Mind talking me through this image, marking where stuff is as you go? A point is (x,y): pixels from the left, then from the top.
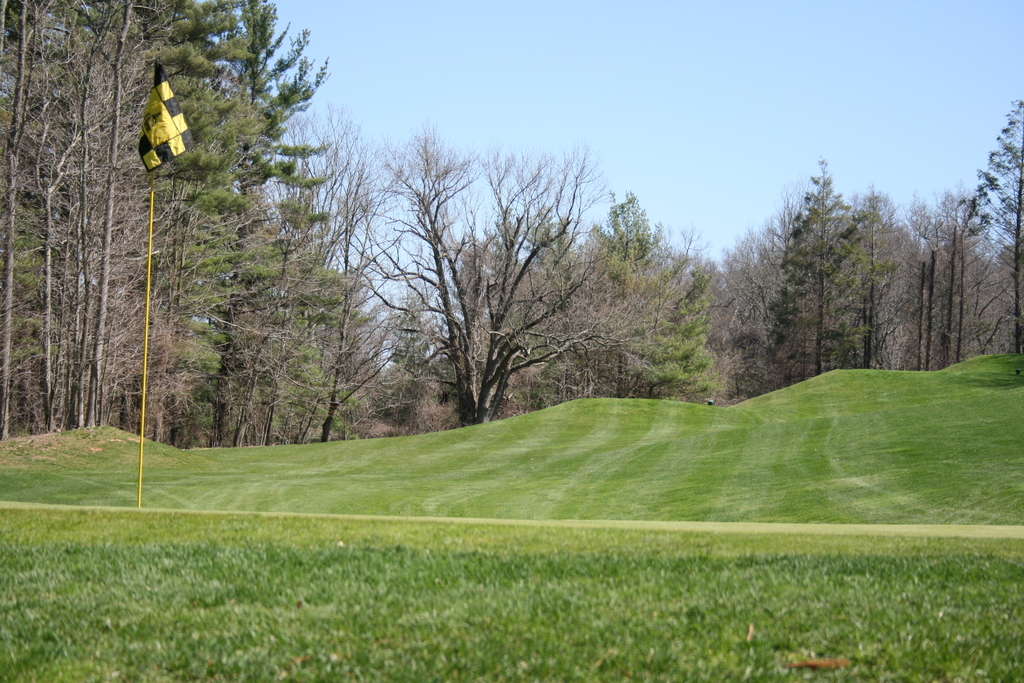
This picture is clicked outside. In the foreground (348,559) we can see the green grass (577,505). On the left (168,134) there is a flag (170,134) attached to the pole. In the background (302,84) there is a sky (727,93) and the trees (668,281).
